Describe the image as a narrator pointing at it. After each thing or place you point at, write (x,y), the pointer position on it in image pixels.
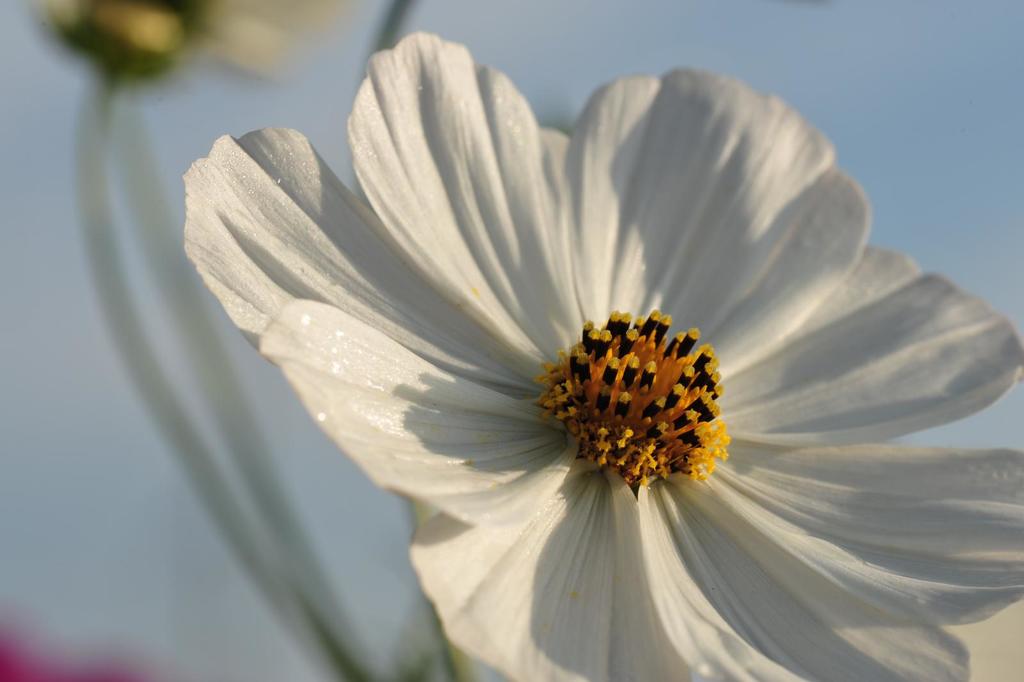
In this picture I can see the white flower (675,371). In the back (106,239) I can see the plant branches (380,41) and flower bud (96,55). In the top right corner (829,84) I can see the sky (903,94). In the bottom left corner (14,656) it might be the red flower (7,674).
